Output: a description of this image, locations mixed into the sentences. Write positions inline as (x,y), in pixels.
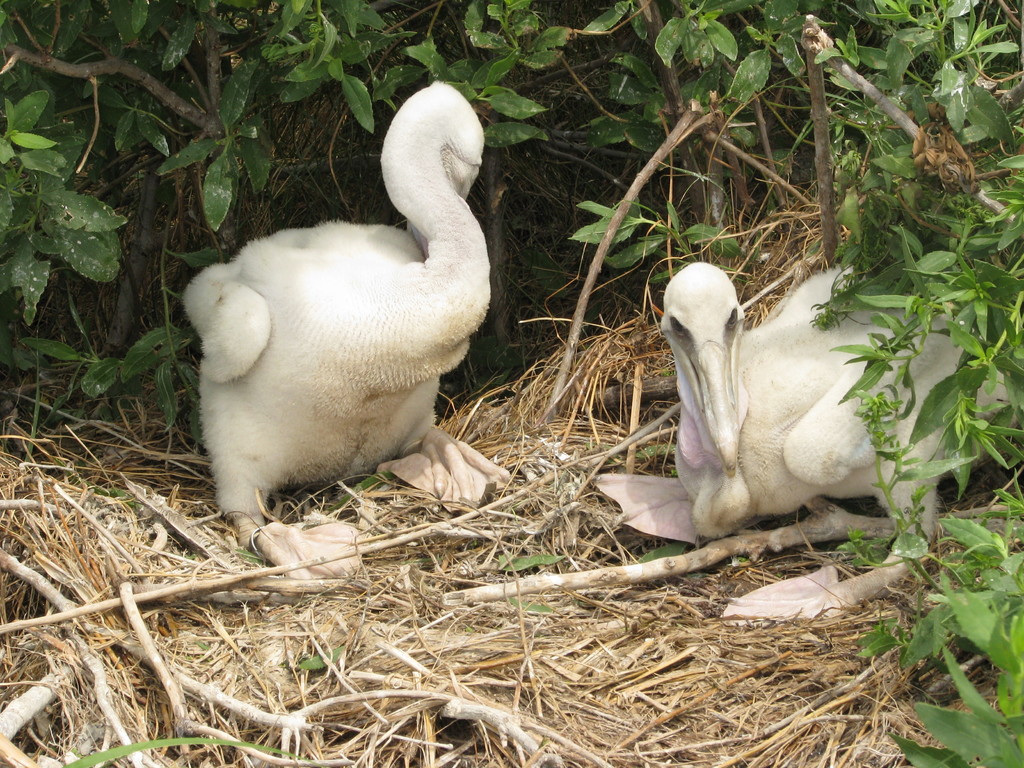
Here we can see birds (355,330), dry grass (634,703), branches (801,536) and leaves (277,64).
